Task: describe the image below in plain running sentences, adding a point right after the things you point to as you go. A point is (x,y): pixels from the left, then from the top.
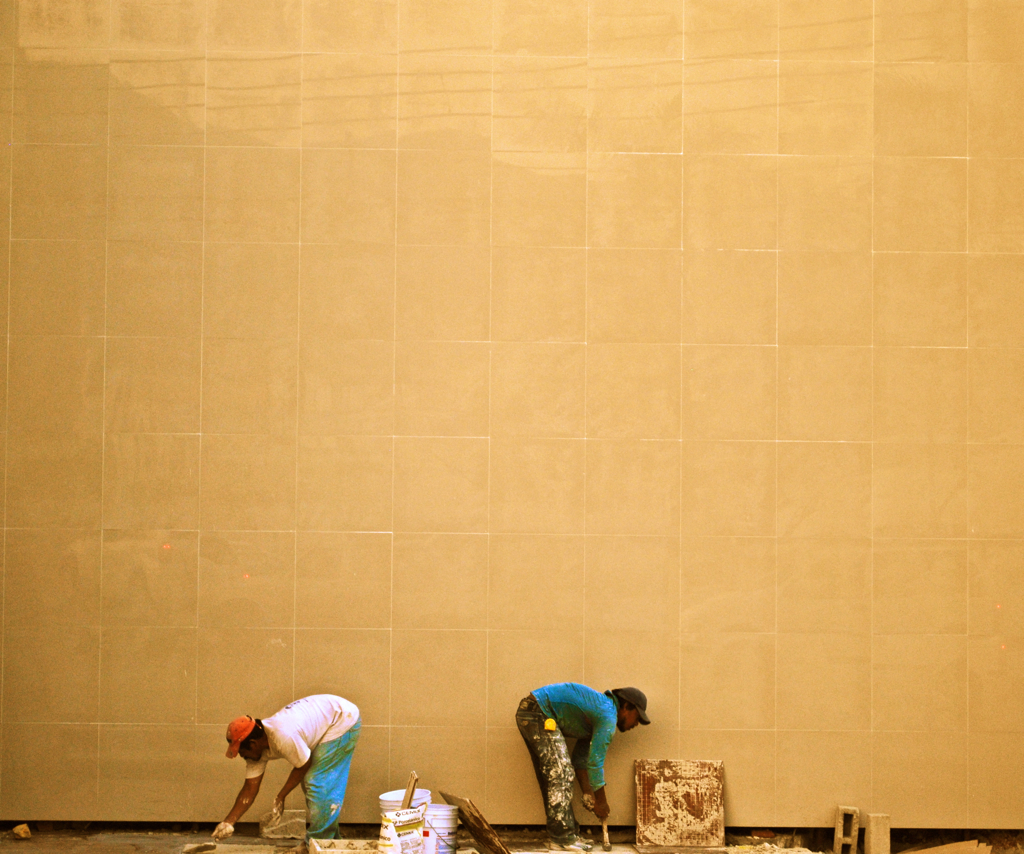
The man (299,749) in white T-shirt (306,754) and blue pant (320,799) is holding the paint brush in his hand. Behind him, the man (570,733) in blue T-shirt (566,705) is also holding the painting brush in his hand (600,794). In between them, we see paint boxes (438,838). Beside them, we see a wall (432,785). I think they are painting the wall (406,585).
